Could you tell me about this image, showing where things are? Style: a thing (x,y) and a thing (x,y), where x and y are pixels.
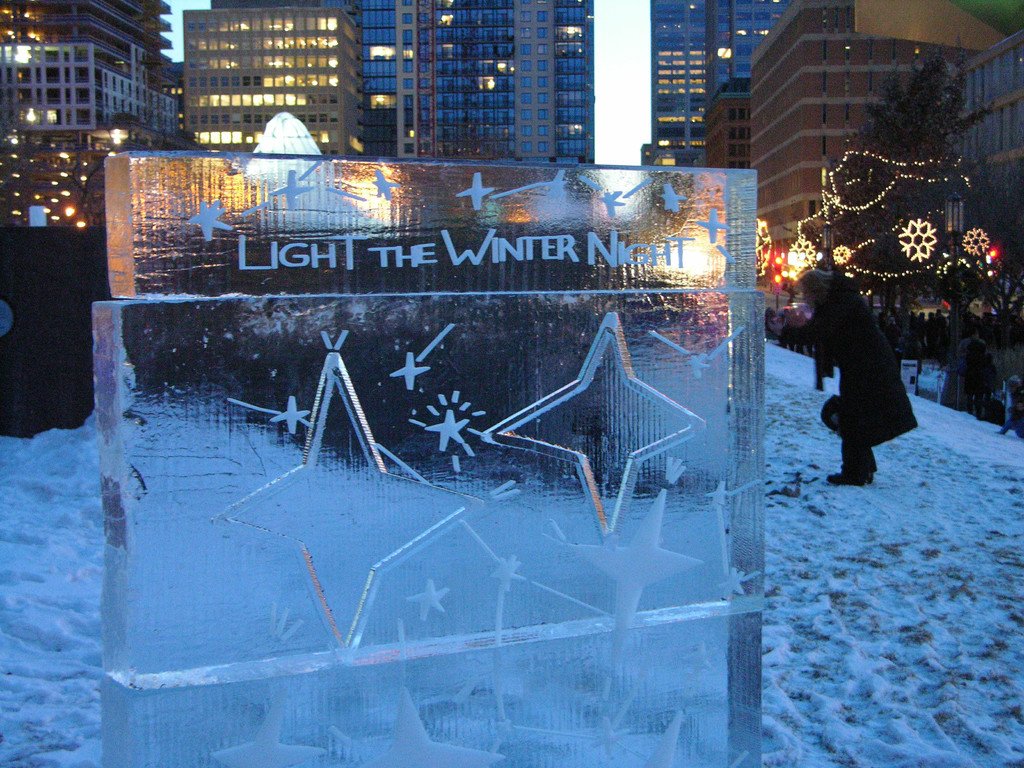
In this image, I can see an ice sculpture (359,397). In the background (163,121), there are buildings (537,78), trees (896,153) and lights (903,165). On the right side of the image (852,481), I can see a person (864,399) standing on the snow (861,531).
